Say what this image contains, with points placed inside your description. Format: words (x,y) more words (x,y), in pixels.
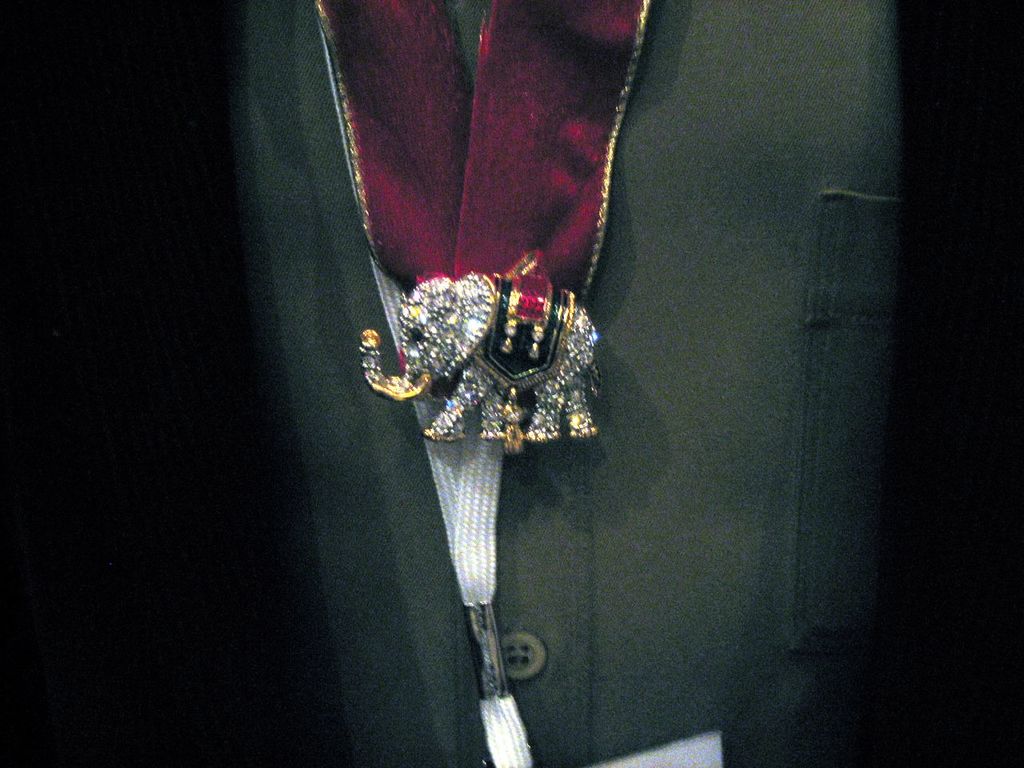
In this picture we see something has tied with this small elephant (465,371) as a toy (471,349).
